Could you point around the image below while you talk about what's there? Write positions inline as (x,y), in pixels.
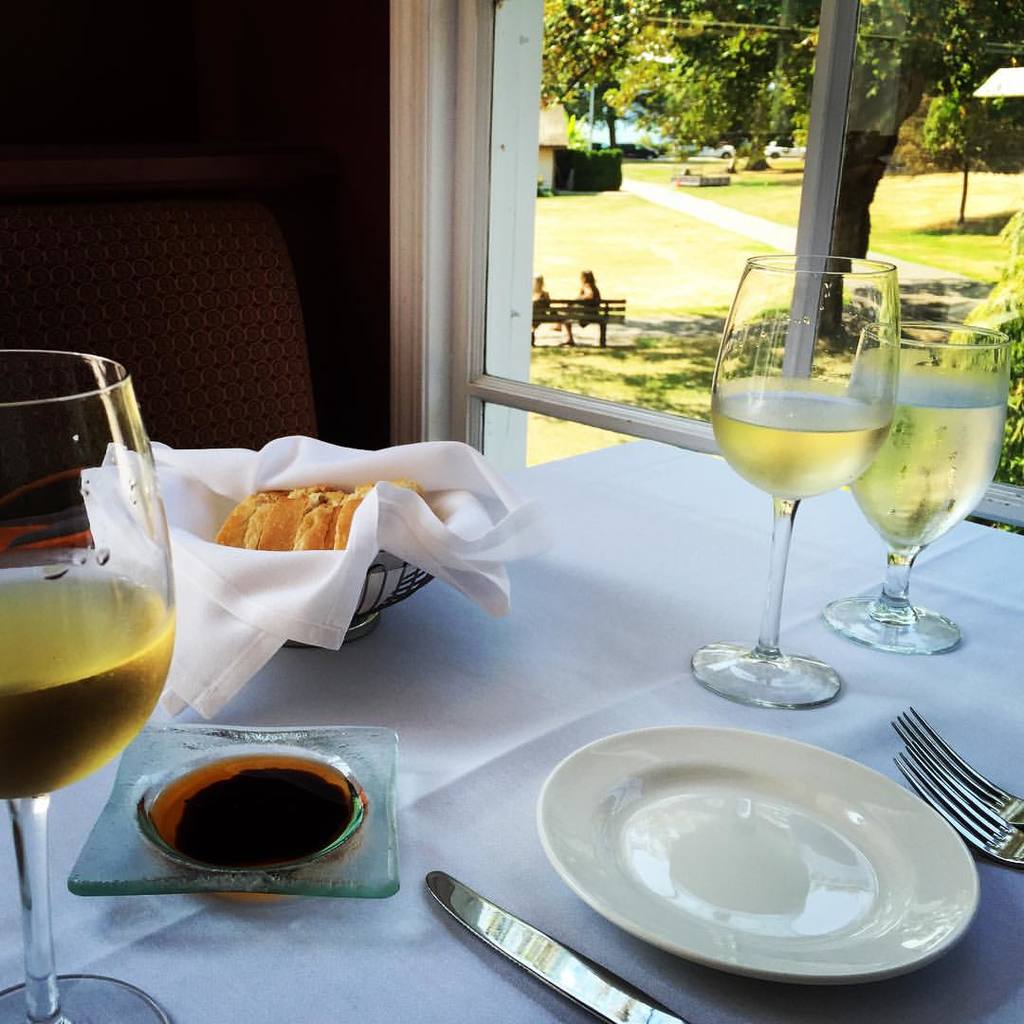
This picture is taken inside a room (520,353). in the foreground (605,555) there is a table (593,479) and chair (206,314). A cloth (557,638) spread on the table (563,652). On the table (500,636) there is bowl (399,600), plate (637,833), fork (973,833) and wine glasses (777,493) with wine (767,455) in it. There is also a window (583,377) on the wall (449,270). Through the window (458,244) we can see there is a tree (853,175), house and a bench (622,311). There are people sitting on bench (594,311).
